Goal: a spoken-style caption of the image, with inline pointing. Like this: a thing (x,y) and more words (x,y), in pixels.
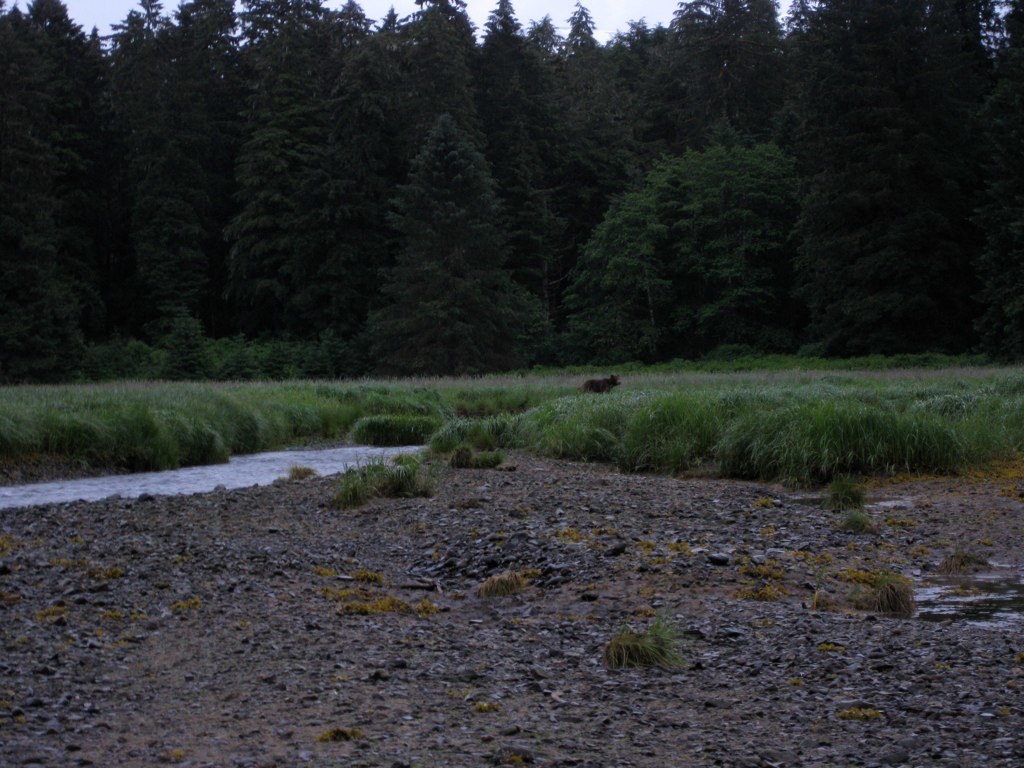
This is an outside view. At the bottom of the image (399,693) I can see the ground (444,677). In the background (176,478) there are some water (202,483). It is looking like a river (258,478) and also I can see many plants (229,423). In the middle of the image (610,387) I can see an animal (604,382). At the top (551,240) I can see the trees (270,138).
